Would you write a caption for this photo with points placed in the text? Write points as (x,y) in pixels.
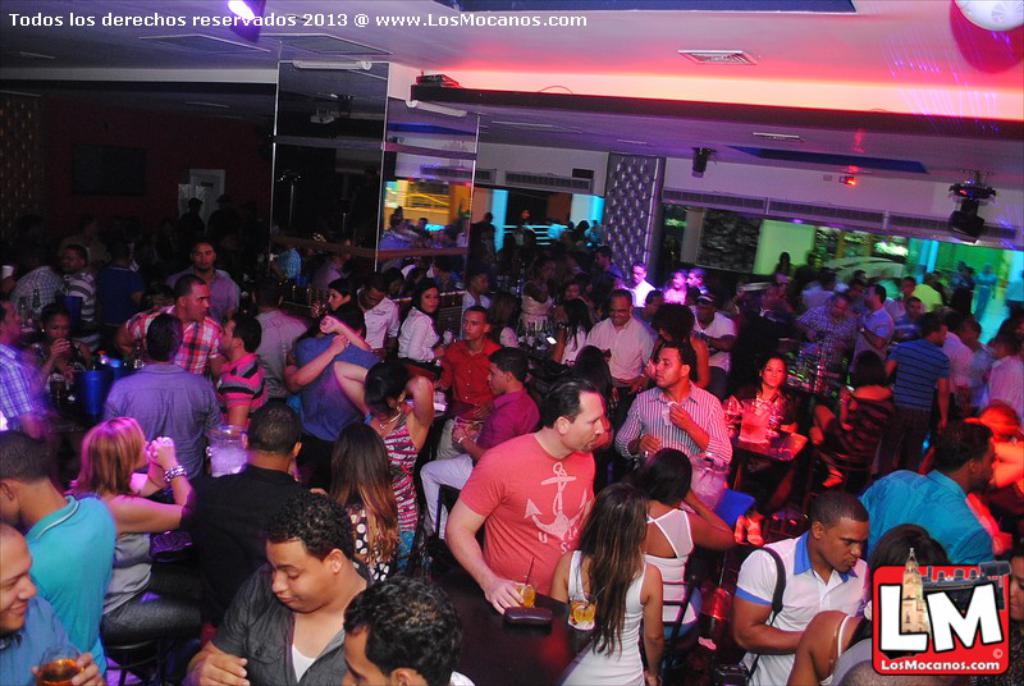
In this picture we can see some people (374,394) are standing and some people (898,479) are sitting, at the right bottom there is a logo (938,632) and some text (947,622), it looks like a mirror (404,183) in the middle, we can see some text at the top of the picture (166,15).
